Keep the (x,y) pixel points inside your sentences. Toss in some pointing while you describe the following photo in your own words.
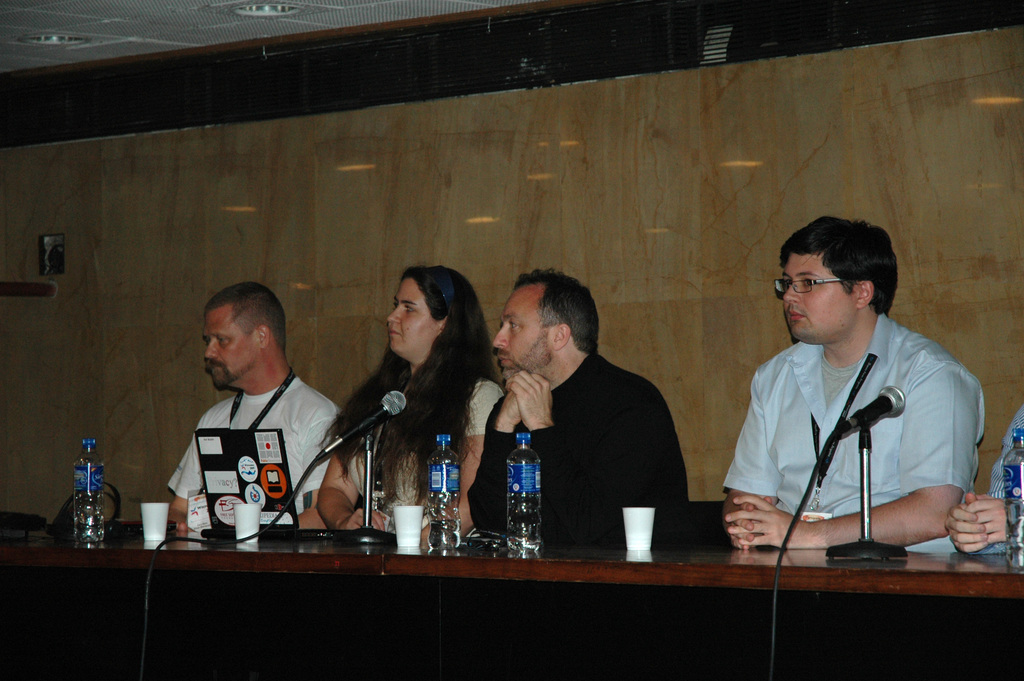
This image is taken indoors. At the bottom of the image (164,595) there is a table (105,557) with many things (147,601) on it. In the middle of the image (449,381) a woman (449,381) and four men (505,438) are sitting on the chairs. In the background (71,396) there is a wall (303,272). At the top of the image (92,32) there is a ceiling (242,11).
